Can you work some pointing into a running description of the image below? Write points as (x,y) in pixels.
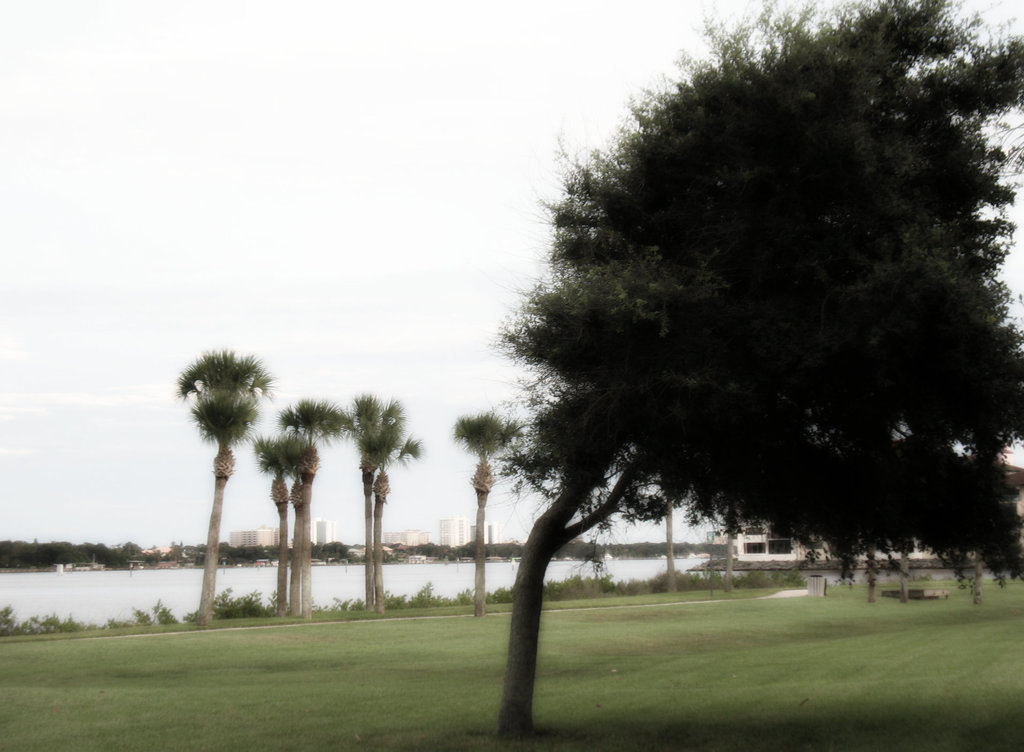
In this image I can see few trees (802,230), the ground (297,667), some grass (294,671) and a building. In the background (73,594) I can see the water (156,580), few trees (438,554), few buildings (425,557) and the sky (318,237).
